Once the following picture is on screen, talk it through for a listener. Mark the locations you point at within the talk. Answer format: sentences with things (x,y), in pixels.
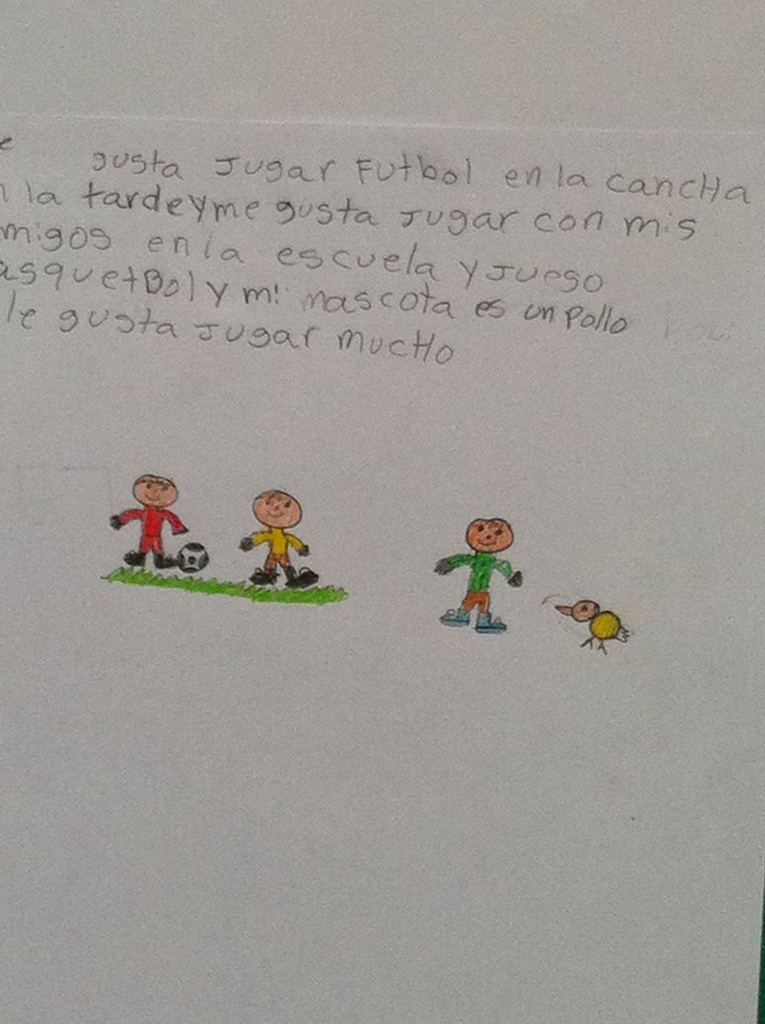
In this image there is a paper (320,629) having painting (191,571) of few persons (148,534), ball (182,550) and some text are on it. Two persons (144,544) and a ball (185,563) are on the grassland (176,582). Beside it there is a person (485,621) and a bird (616,621). Top of paper (278,279) there is some text (397,289) on it.
